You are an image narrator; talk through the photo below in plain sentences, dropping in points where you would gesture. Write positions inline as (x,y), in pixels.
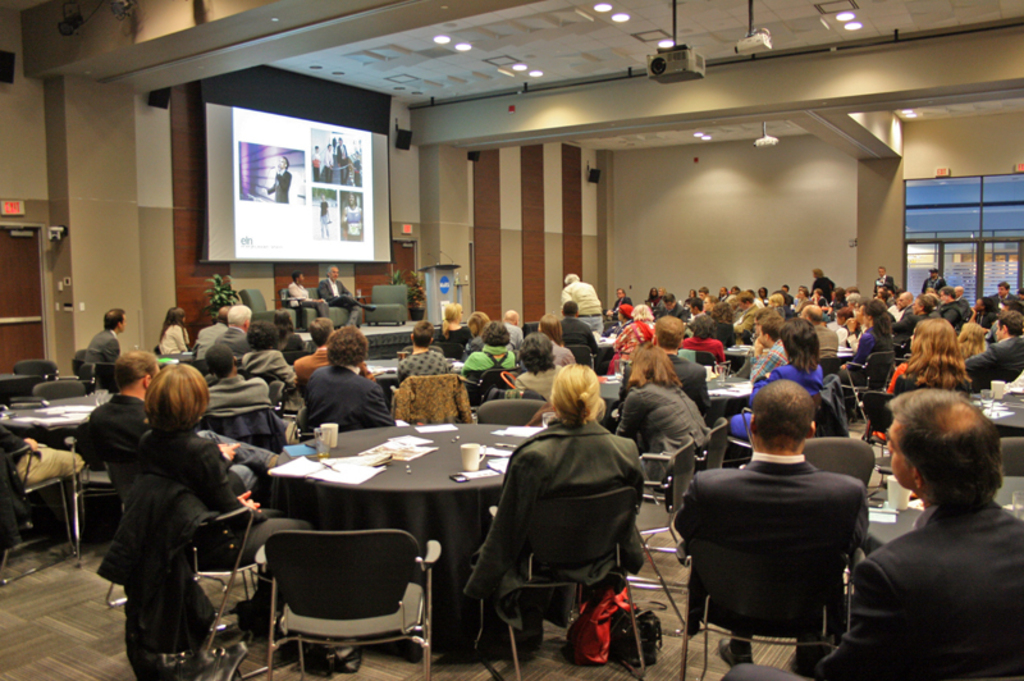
In this image there are group of persons (580,339) who are sitting in a room (463,379) and at the top of the image (315,208) there is a projector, projector screen (310,246) and some lights (519,70).
